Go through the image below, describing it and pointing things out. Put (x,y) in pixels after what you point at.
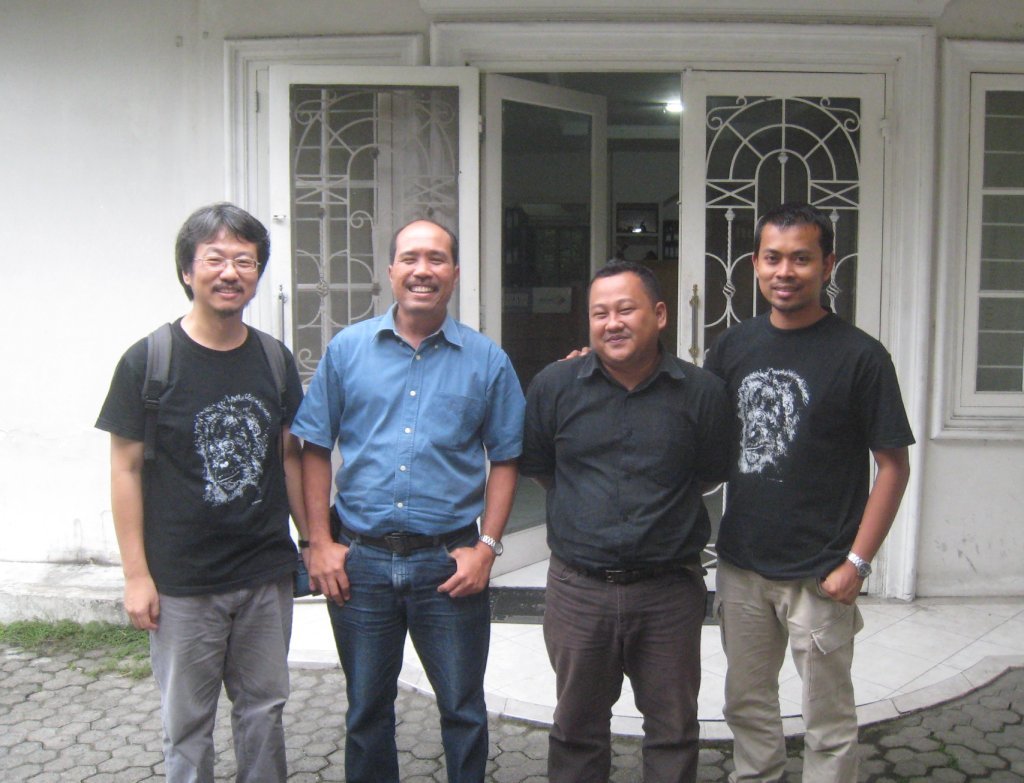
In this picture there is a man (421,351) who is wearing blue shirt (390,521) and jeans (441,662). Beside him there is another man (675,492) who is wearing black shirt (669,507) and trouser (579,630). On the right (786,387) there is a man (786,272) who is wearing t-shirt (819,396), trouser (770,694) and watch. On the left (220,428) there is another man (227,460) who is wearing spectacle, bag (262,336), t-shirt (190,413) and trouser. In the back (943,427) we can see the building (943,427). In the bottom left corner (124,650) we can see the grass (112,642). Through the door (681,293) we can see the shelves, light (667,112) and other objects (664,276). In the top right (977,148) there is a window (969,187).
